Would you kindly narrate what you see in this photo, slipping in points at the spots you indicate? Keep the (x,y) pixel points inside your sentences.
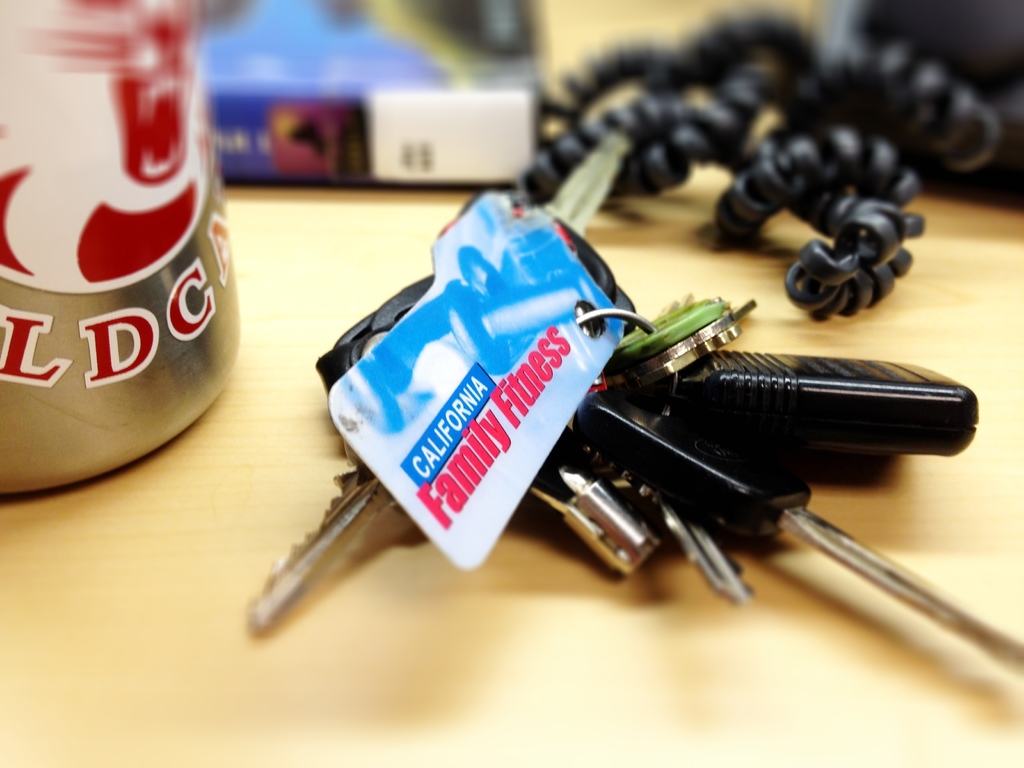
Background (1016,125) portion of the picture is blur. In this picture we can see a wooden platform (789,651) and on the platform (778,686) we can see keychain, keys (655,350), handset cord (906,181) and an object (112,311).
